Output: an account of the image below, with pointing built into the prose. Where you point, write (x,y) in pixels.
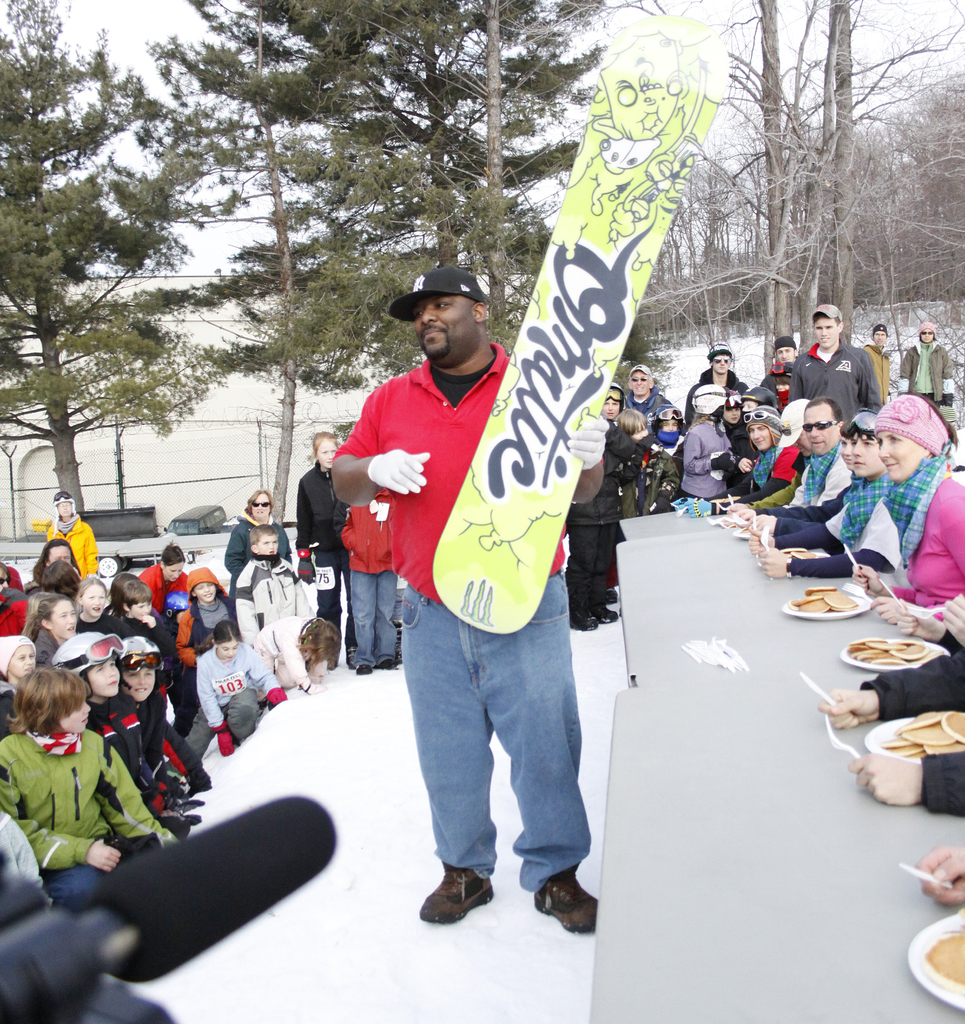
There is a person (446,501) wearing red dress (446,517) is standing in snow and holding an object (568,347) in his hand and there are few people (892,513) sitting in table (788,639) in front of them, which has few eatables (909,725) on it and there are few people (300,496) sitting around them and there are trees (373,100) around them.
